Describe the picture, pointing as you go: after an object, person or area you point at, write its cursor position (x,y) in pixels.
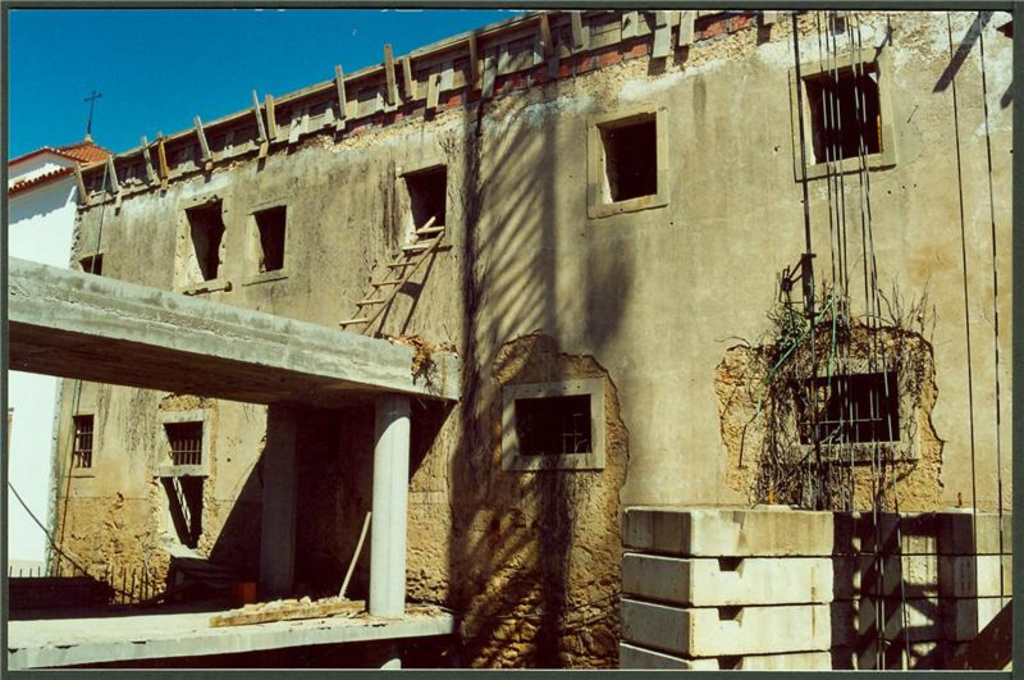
In the image there is a partially constructed building (325,256) and in the foreground (636,519) there are cement bricks (728,592).
